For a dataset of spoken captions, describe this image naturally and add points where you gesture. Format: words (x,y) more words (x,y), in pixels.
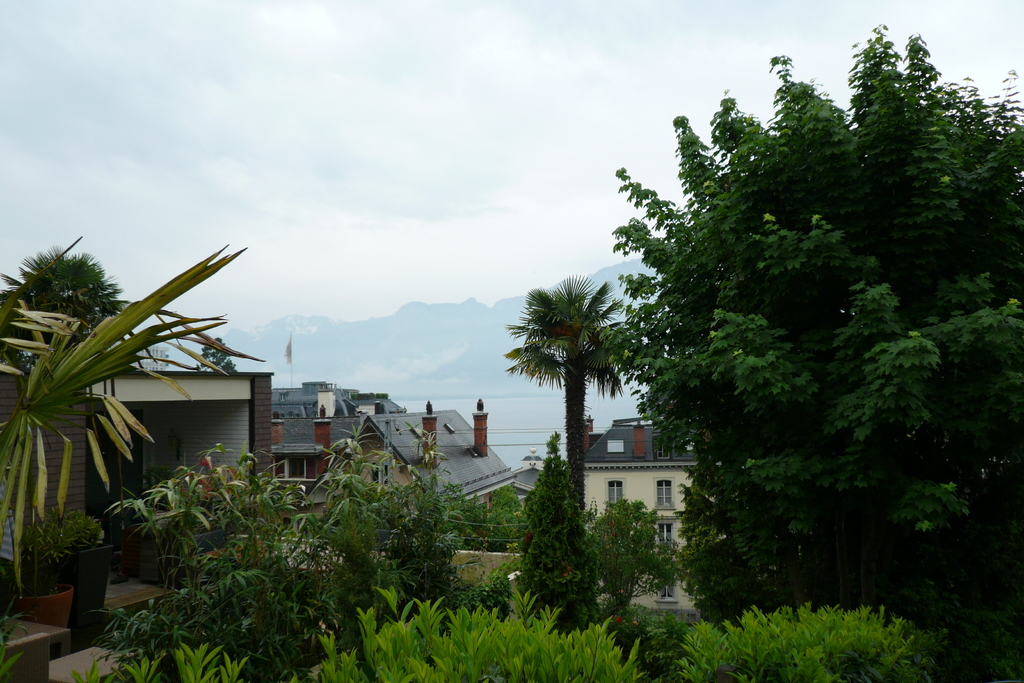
In the foreground of this image (578,595), there are trees (735,573) and few houses (294,432). In the background (516,272), there are mountains (445,311), sky (306,122) and the cloud (287,52).
